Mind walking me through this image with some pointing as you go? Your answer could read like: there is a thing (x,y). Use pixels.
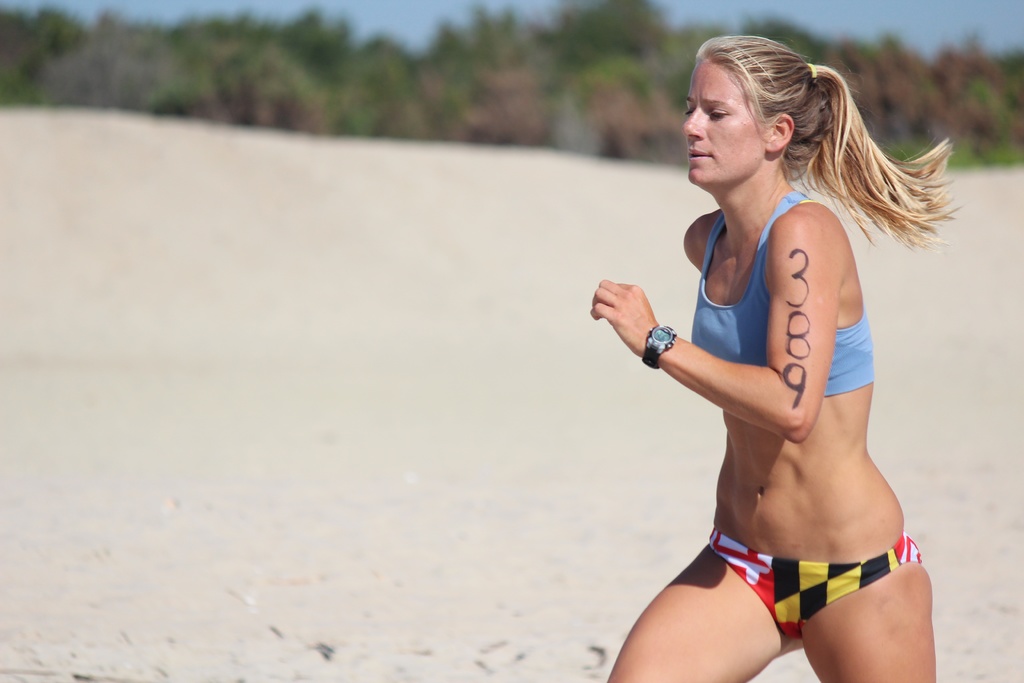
This picture is clicked outside. On the right (745,136) we can see a woman (766,161) running on the ground (632,489). In the background (489,82) we can see the sky (405,23), trees (1019,143) and some other objects (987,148).
